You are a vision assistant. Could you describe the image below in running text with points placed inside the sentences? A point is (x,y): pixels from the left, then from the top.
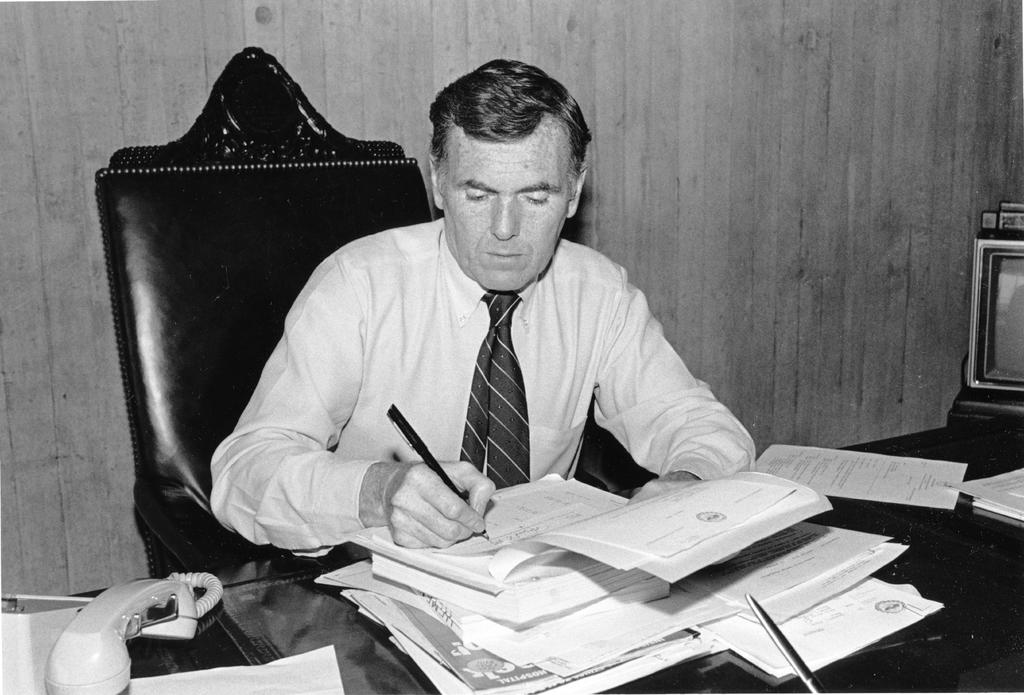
This is black and white picture where a man (371,444) is sitting on a black chair (192,457), he is holding pen (411,437). In front of him one table (983,549) is there, on table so many papers (615,571) are kept. To the left side of the table (83,643) one telephone (96,642) is present.
